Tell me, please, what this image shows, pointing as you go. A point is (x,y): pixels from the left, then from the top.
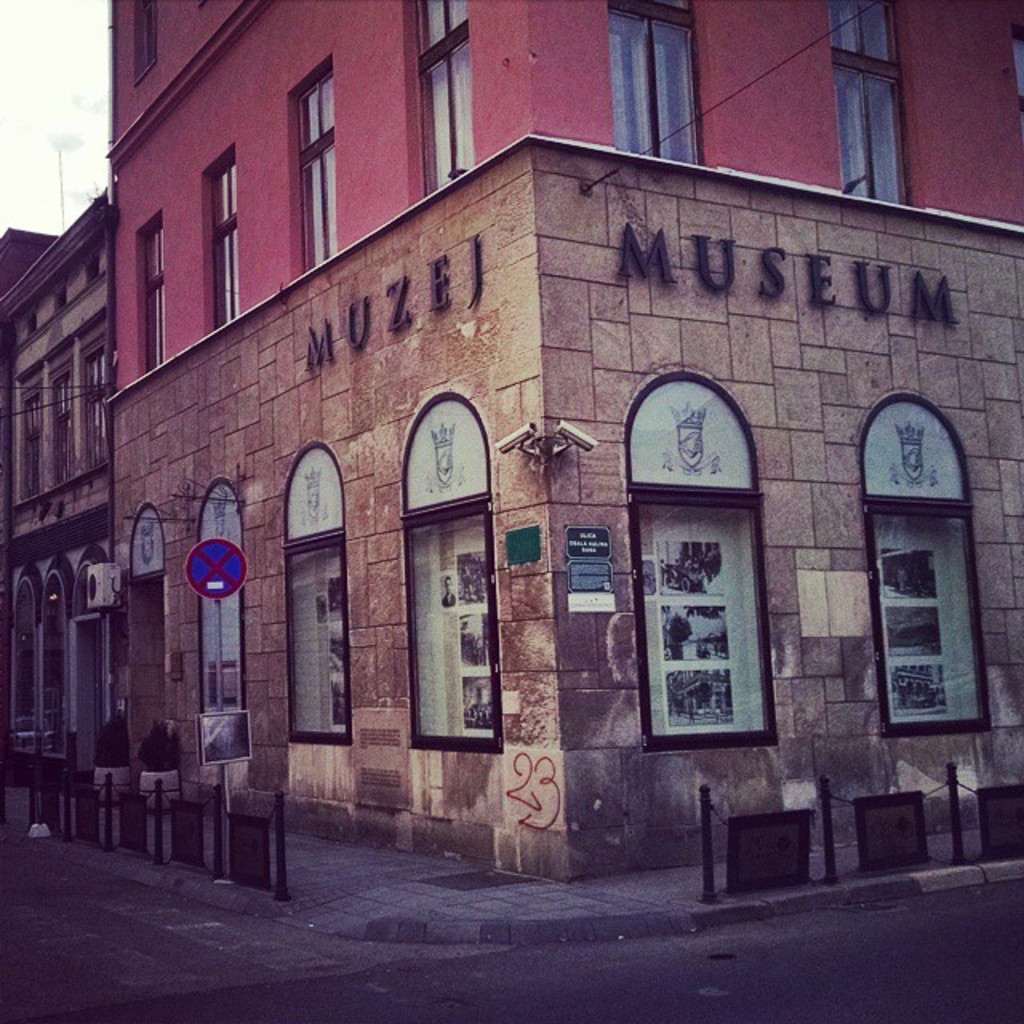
In this image we can see two buildings (862,250). There are few objects (566,450) attached to a building (506,313) and some text (408,319) written on it. There are many windows (429,85) to the building (666,82). There is a footpath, road (216,975) and few barriers (197,800) in the image.
